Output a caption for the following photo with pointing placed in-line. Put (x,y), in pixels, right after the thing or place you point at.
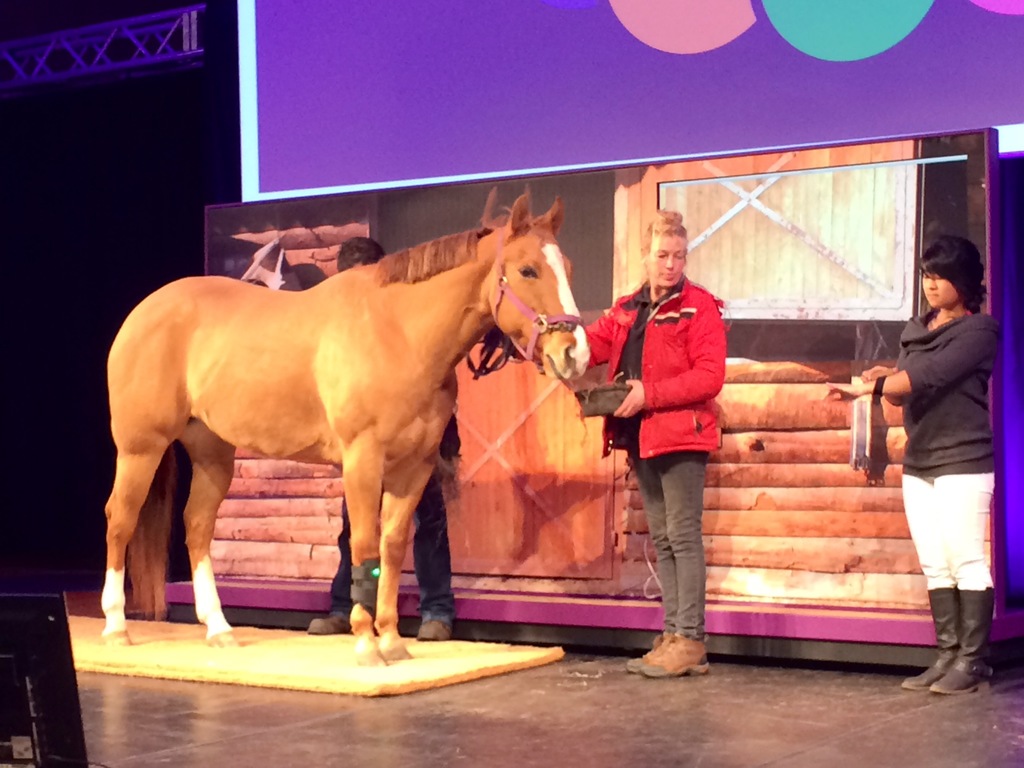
In this picture we can see three people (642,404) standing on the floor (984,725), horse (389,535), bowl (614,398), banner (577,142) and in the background (140,149) it is dark.
